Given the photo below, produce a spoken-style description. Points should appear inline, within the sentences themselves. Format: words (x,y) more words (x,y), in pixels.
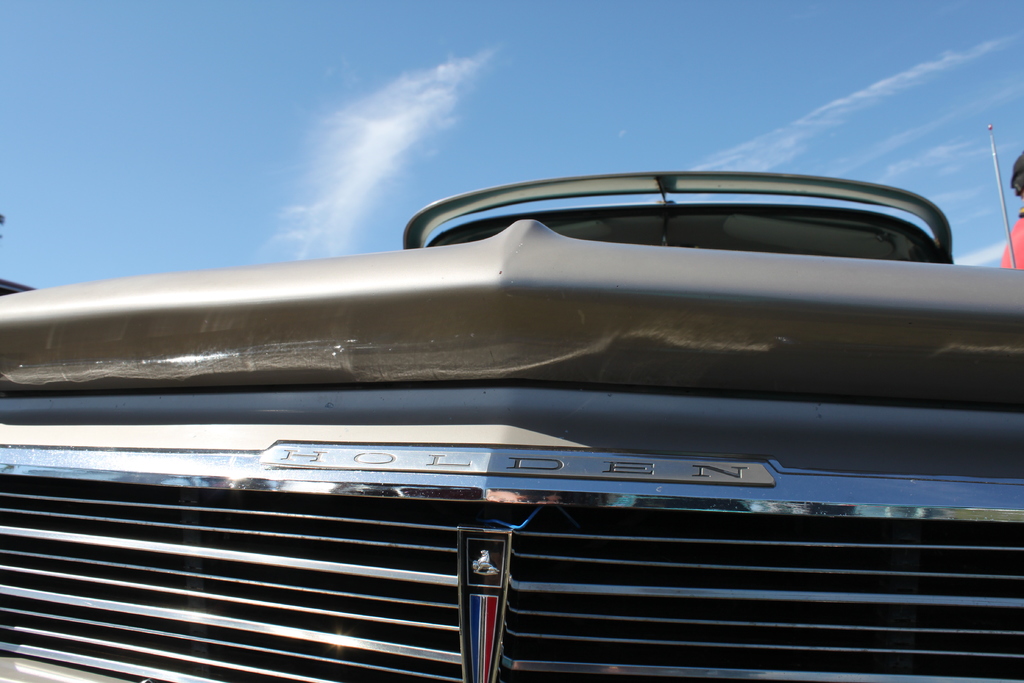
We can see a vehicle (752,295), beside this vehicle (1004,275) there is a person (1023,258). In the background (707,144) we can see sky (681,85) with clouds (412,95).
